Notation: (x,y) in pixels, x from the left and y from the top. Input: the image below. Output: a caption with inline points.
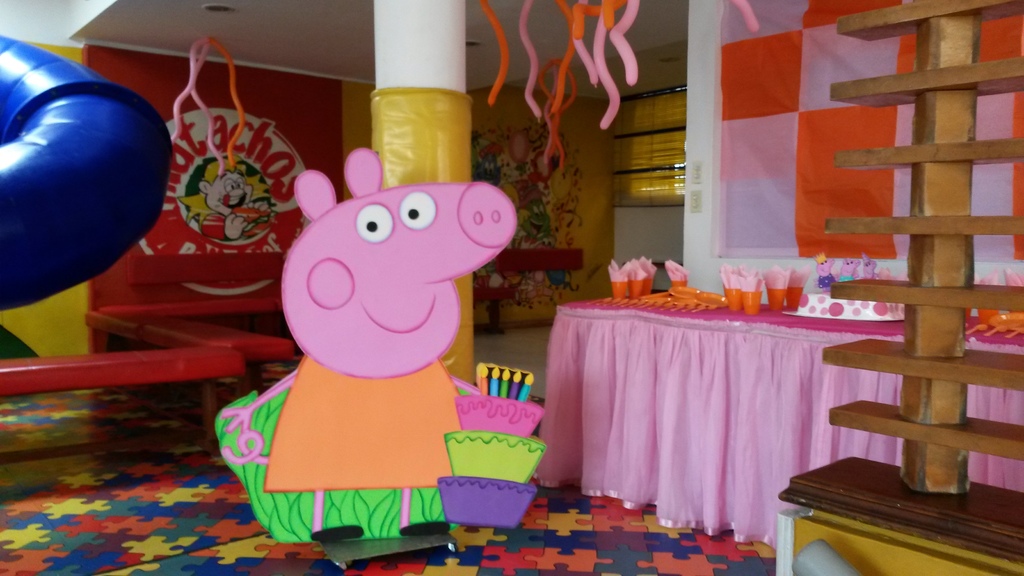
In this picture we can see cartoon image (422,519) on the floor (173,483), wooden object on the platform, banner (803,236), glasses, cake (840,309) and objects (711,308) on the table (671,321), benches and objects (547,152). In the background of the image (522,230) we can see painting (496,147) on the wall (530,144) and window (651,169). On the left side of the image (21,86) we can see blue object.
